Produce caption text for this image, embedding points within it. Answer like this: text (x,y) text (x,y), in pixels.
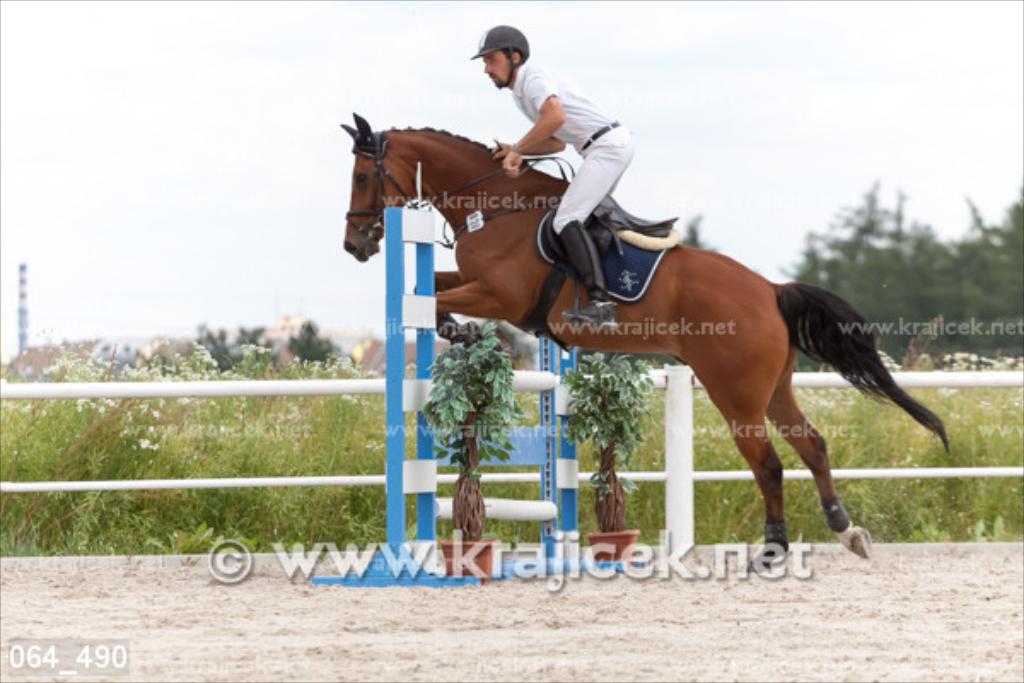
In this image, I can see the man (585,212) riding the horse (536,204). I can see the flower pots (624,544) with the small trees (475,382). These are the trees (278,418) with flowers (196,370). I can see the watermarks (423,566) on the image. This is the sky (258,60).
